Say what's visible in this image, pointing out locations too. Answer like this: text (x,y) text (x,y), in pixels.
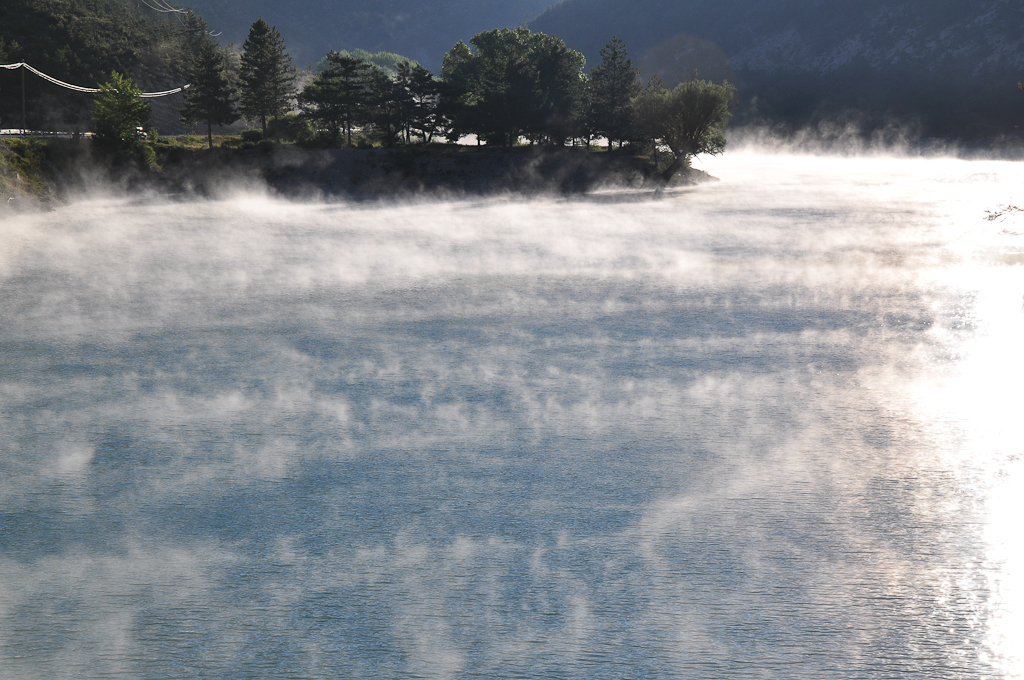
In this image there is a lake (842,322), mist (174,249), trees (607,98) and mountains (657,23).
